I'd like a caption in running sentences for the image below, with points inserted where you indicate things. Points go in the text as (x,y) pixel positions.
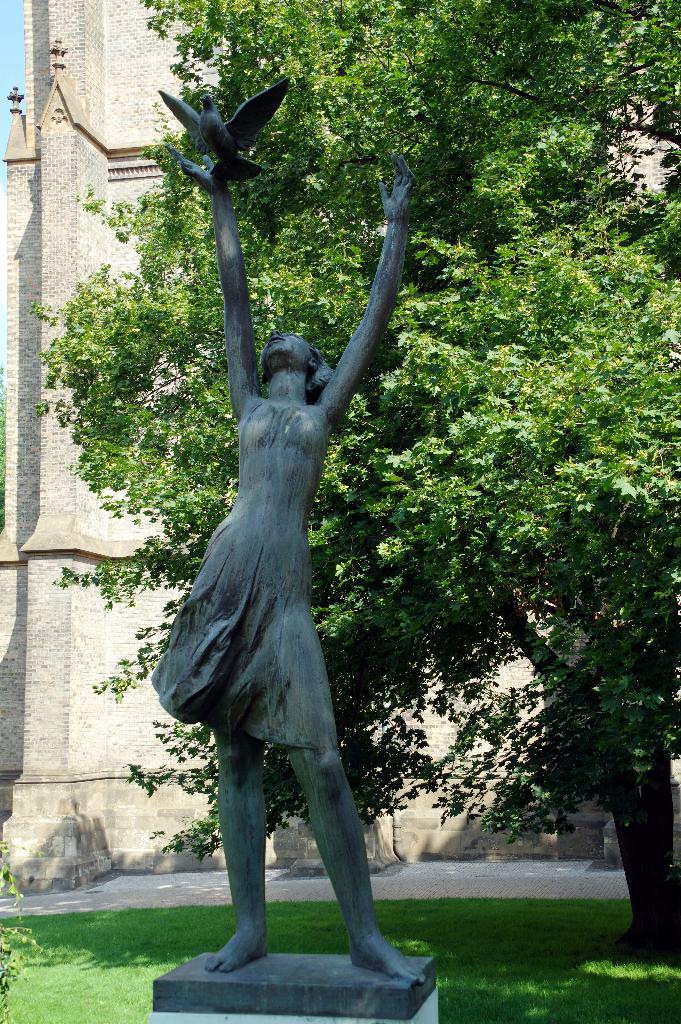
In this picture there is a statue (255,119) of a woman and bird (260,131). In the background (170,576) i can see the trees (495,568) and monument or church (529,617). In the bottom left corner (63,995) there are plants (7,983) and grass (76,1018). In the top left corner (9,45) there is a sky (13,36).
